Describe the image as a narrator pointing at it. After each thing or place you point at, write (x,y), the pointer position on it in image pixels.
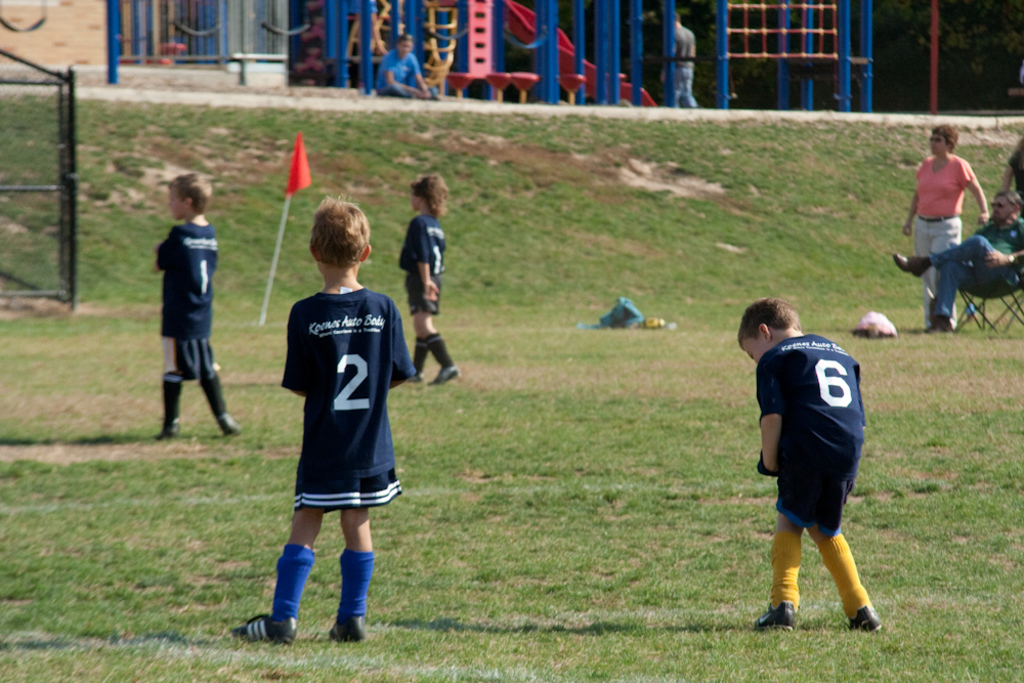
In this image, we can see four kids (850,464) are standing on the grass (522,581). On the right side (986,239), we can see few people (978,273). A person (997,252) is sitting on the chair (987,294). Here we can see some objects (599,327), flag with pole (275,259), fencing (66,255). Top of the image (869,92), there are so many poles (337,46), few people (397,61) and wall (96,42) we can see.
